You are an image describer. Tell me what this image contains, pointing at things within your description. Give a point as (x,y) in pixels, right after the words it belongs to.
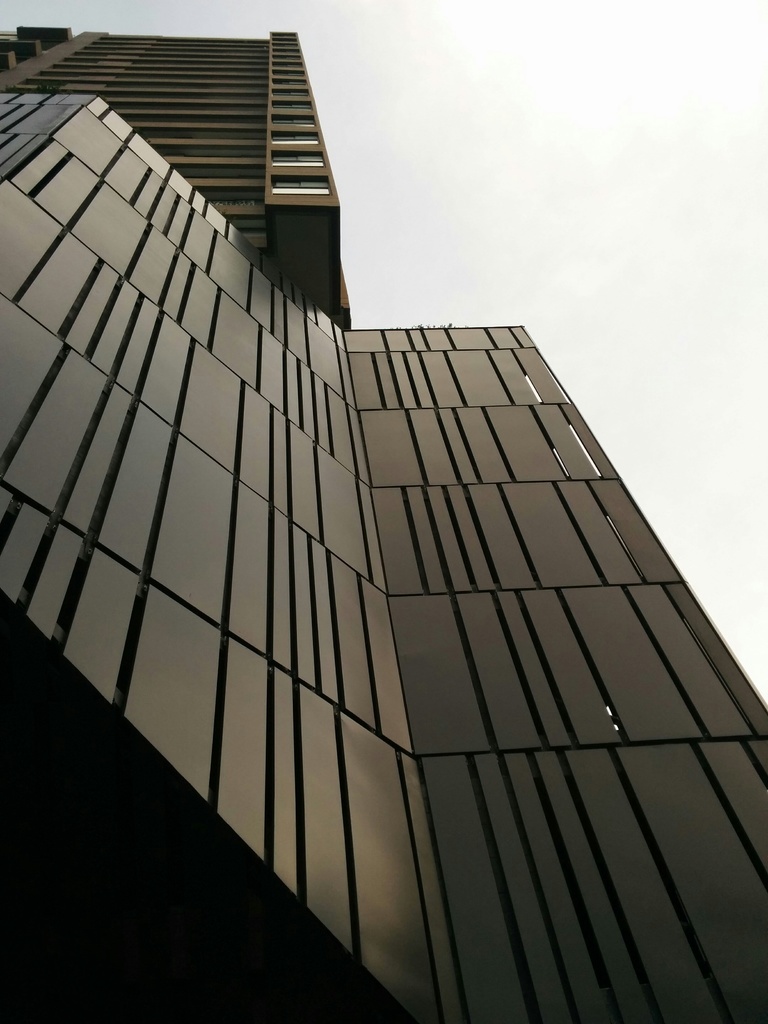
In this image in front (59,312) there is a building (428,632). In the background of the image (538,232) there is sky (562,131).
